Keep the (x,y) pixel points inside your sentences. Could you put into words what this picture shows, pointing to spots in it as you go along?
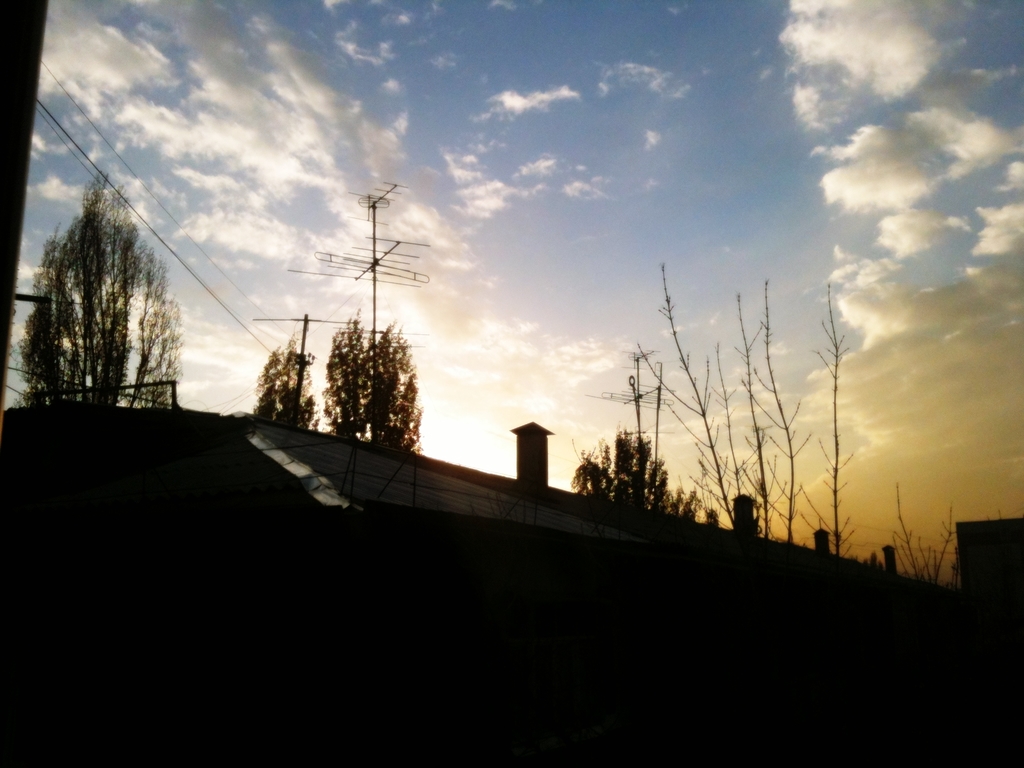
In this picture we can see a few trees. There are antennas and wires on top. We can see the sky (171,272) is blue in color and cloudy. There is a dark view at the bottom (591,762).
